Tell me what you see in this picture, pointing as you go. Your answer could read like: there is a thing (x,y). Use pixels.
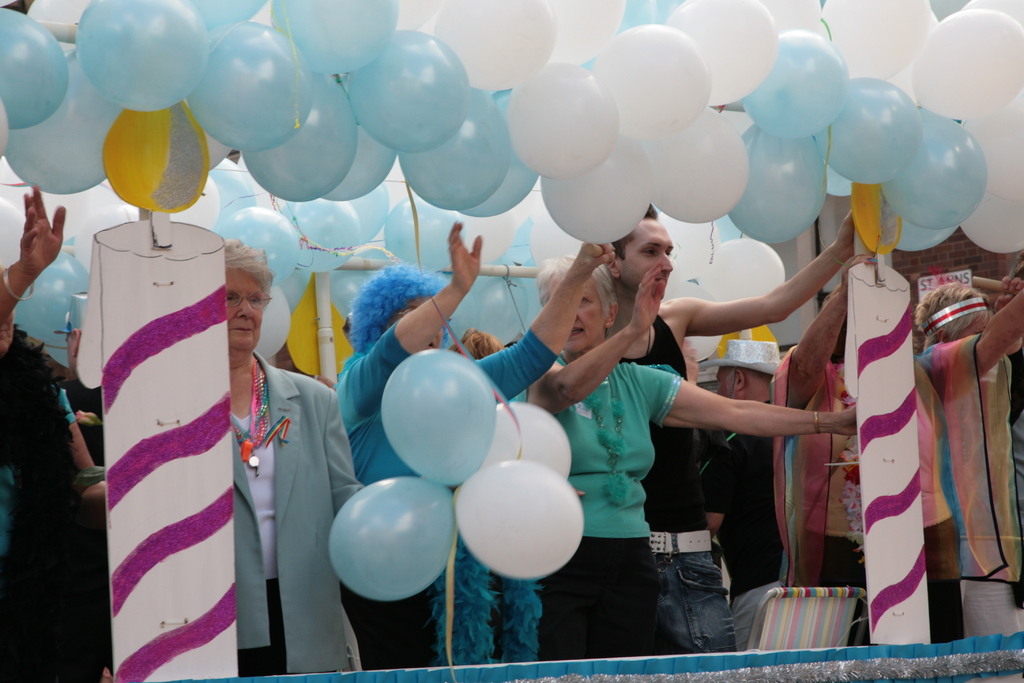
This picture shows few people (598,355) standing and we see balloons (445,189) and a chair (829,590).
